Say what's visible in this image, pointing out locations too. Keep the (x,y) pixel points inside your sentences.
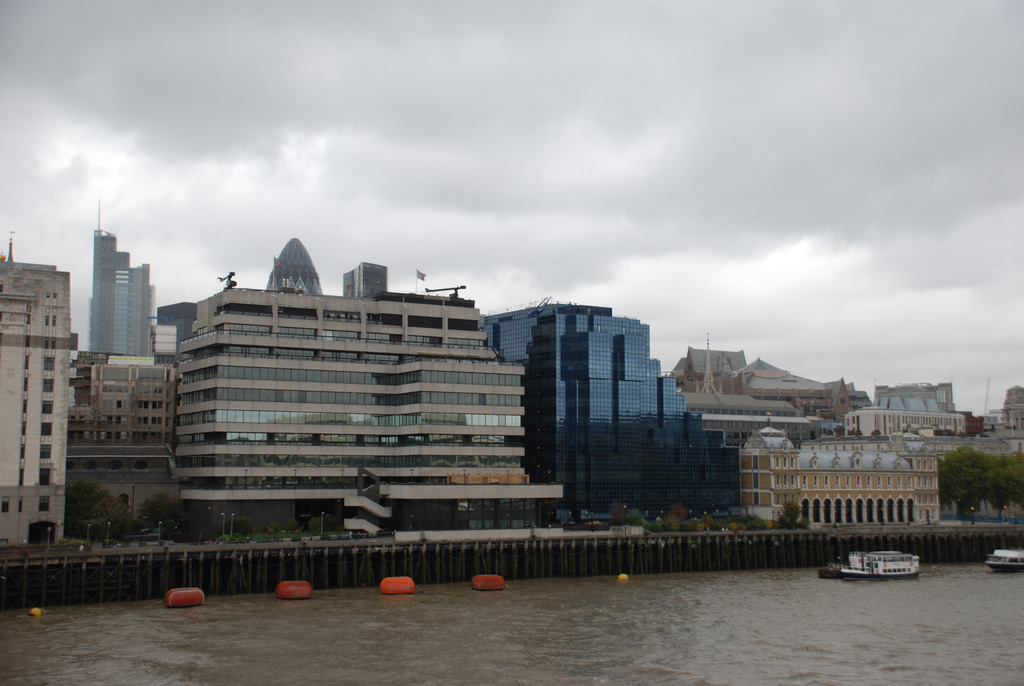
There are boats (919,556) and tubes (312,585) on a river (505,621), in the background (333,407) there are trees (982,460), buildings (476,516) and the sky (605,139).
